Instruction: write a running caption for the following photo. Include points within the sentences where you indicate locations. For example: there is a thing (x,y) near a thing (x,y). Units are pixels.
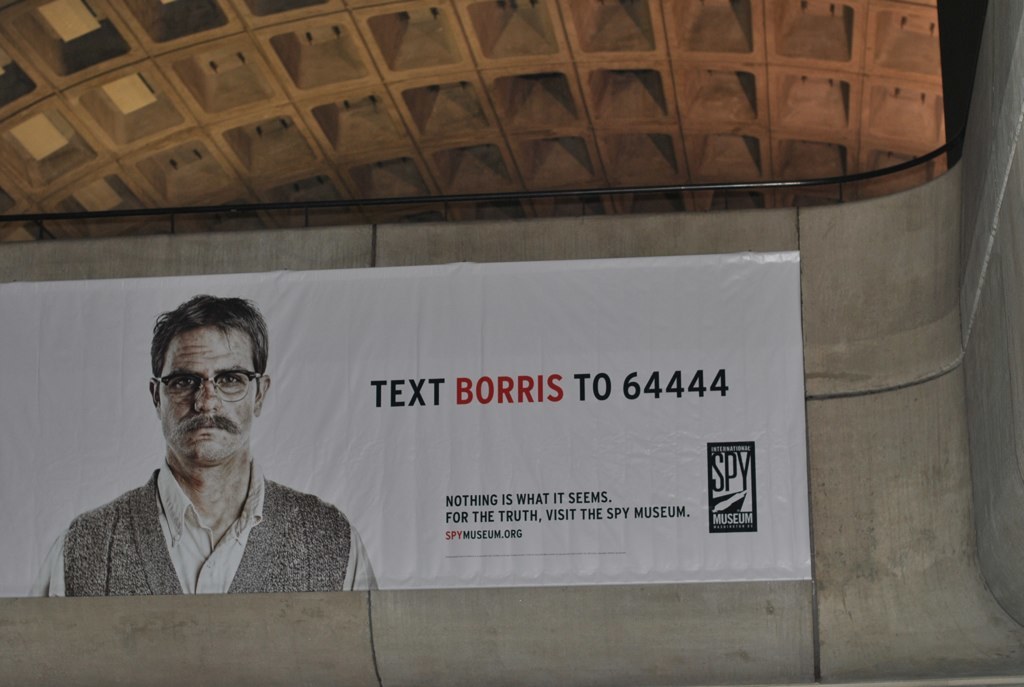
As we can see in the image there is a wall (959,174). On wall (879,244) there is a banner (383,440). On banner (408,424) there is a man (222,446) wearing grey color vest (310,551) and some matter (666,509) written.
